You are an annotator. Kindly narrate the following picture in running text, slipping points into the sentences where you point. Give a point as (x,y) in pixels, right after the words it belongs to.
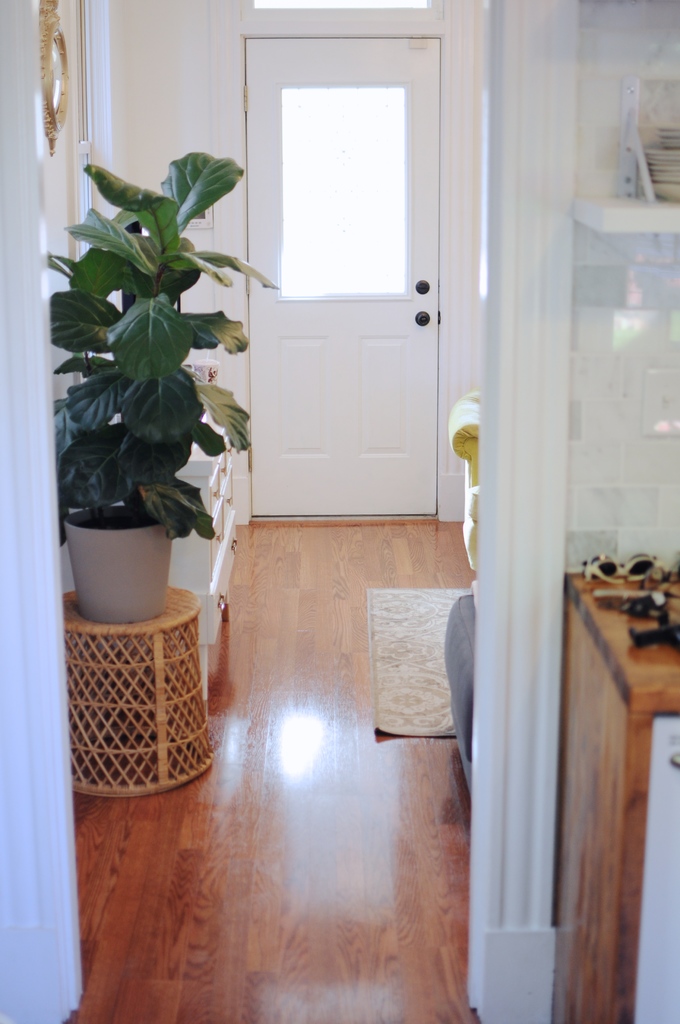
In the picture we can find a room (509,673) with door (378,355), wall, plant (202,393) and a wooden floor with mat (412,681) and some things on the table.
